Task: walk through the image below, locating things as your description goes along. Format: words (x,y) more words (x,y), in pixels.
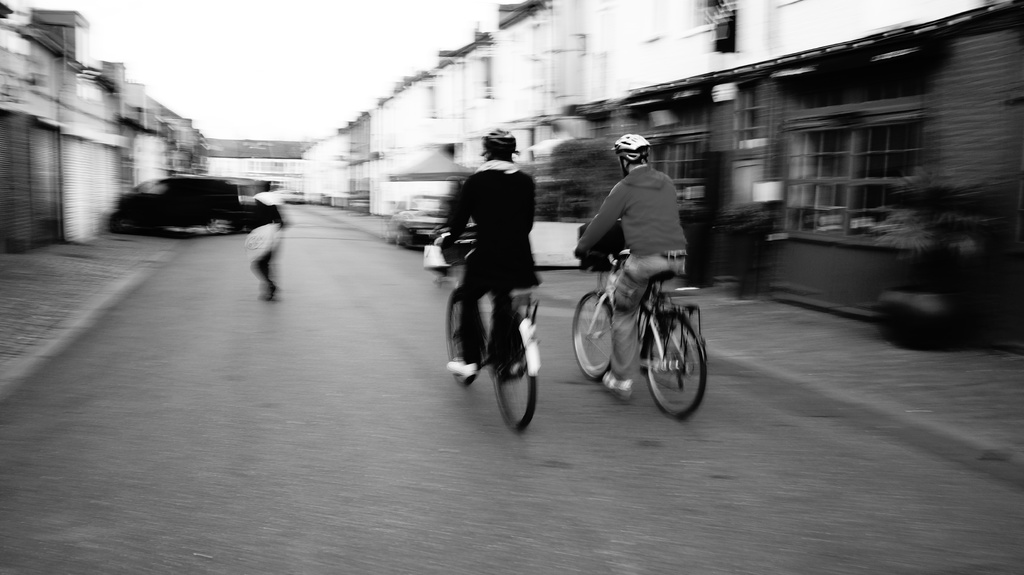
In this image I can see two are riding the bicycle (583,334). In the background (186,166) the picture is blur.
